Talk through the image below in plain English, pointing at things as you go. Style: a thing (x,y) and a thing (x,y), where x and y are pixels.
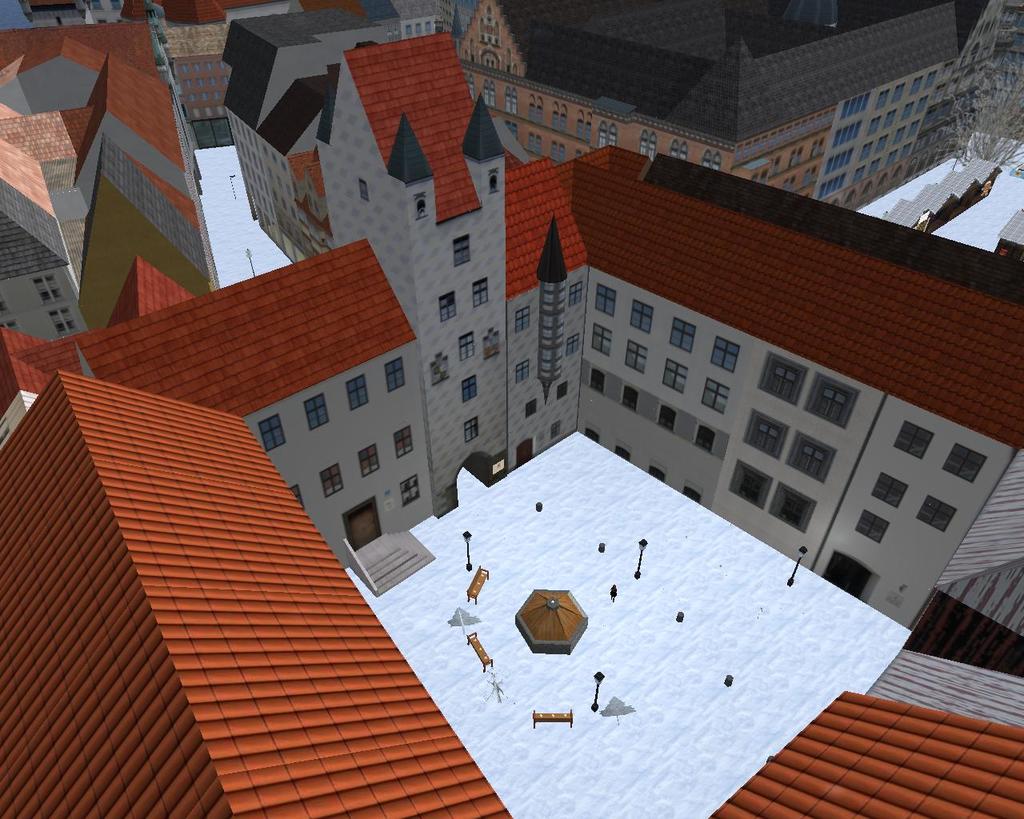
In this picture we can observe a graphic. There are some houses (270,438) with maroon and red color roofs (260,323). We can observe some snow (212,159) on the land (222,254).
